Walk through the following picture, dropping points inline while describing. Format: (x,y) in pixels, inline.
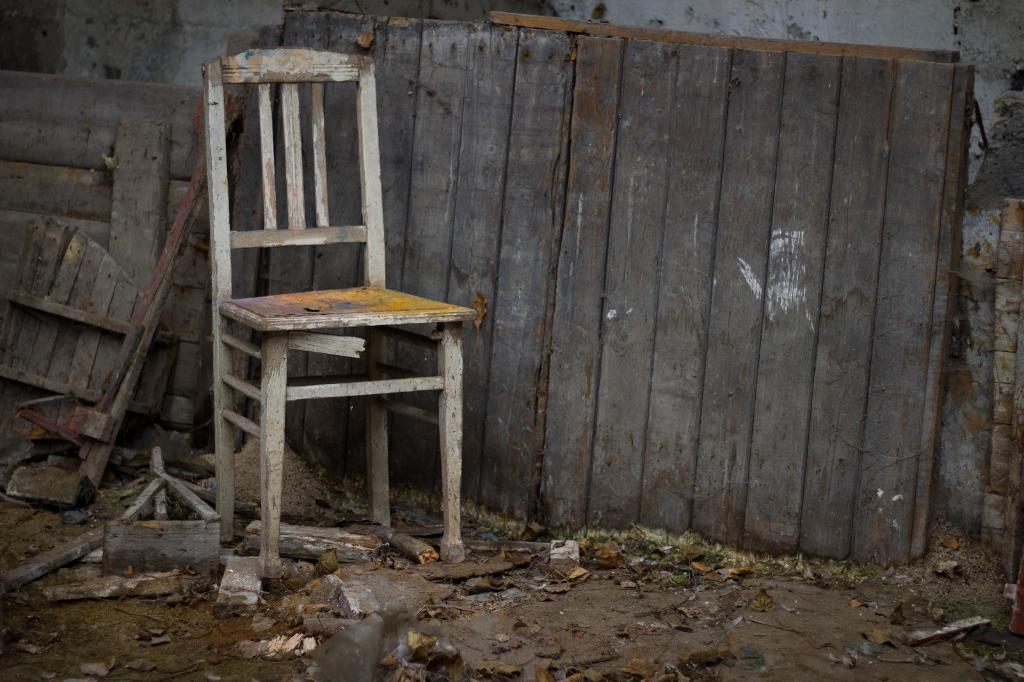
In this image we can see a chair (274,524) which is made of wood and behind we can see the wooden fence (519,286) and on the ground (328,646) we can see some objects (246,588).
